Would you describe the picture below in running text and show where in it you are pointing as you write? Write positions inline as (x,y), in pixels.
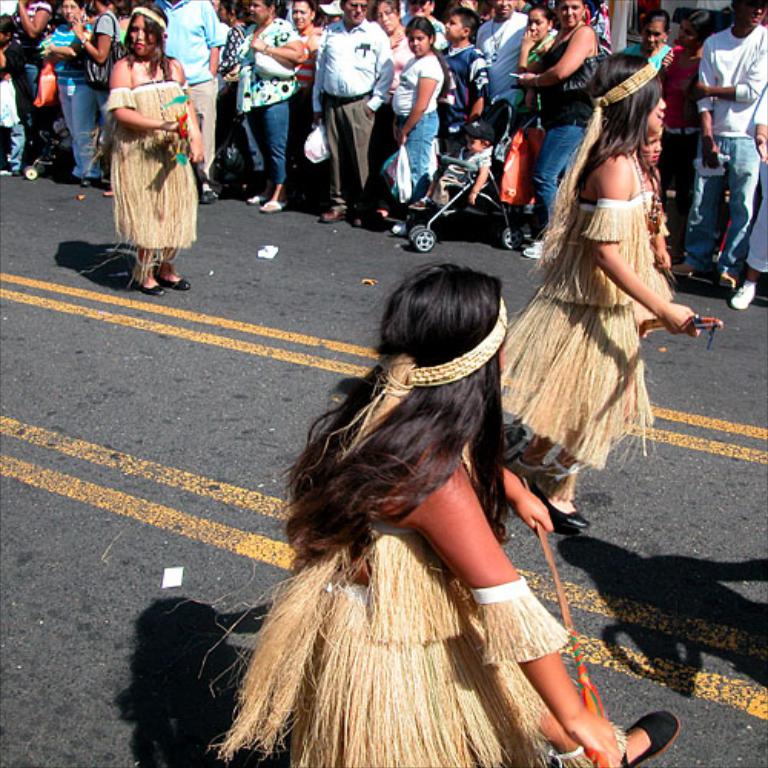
In this image I can see a group of people (469,30) where three of them (397,515) wearing same color of dress (157,214). i can see a road (296,377) and a baby (475,136).
